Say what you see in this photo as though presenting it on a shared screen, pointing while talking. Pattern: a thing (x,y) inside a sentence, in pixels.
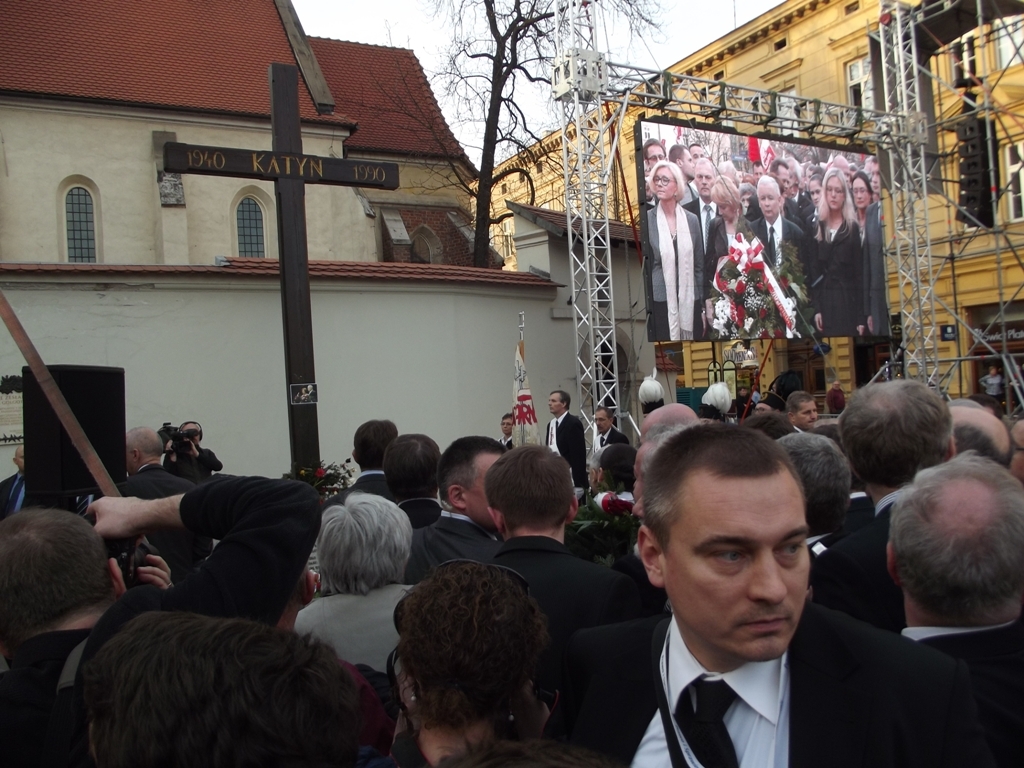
In the foreground (646,583) I can see a crowd (655,575) on the road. In the background (959,349) I can see buildings (953,390), metal rods (591,297) and a monitor (733,293). At the top (517,51) I can see the sky (446,8) and a tree (487,152). This image is taken during a day.
